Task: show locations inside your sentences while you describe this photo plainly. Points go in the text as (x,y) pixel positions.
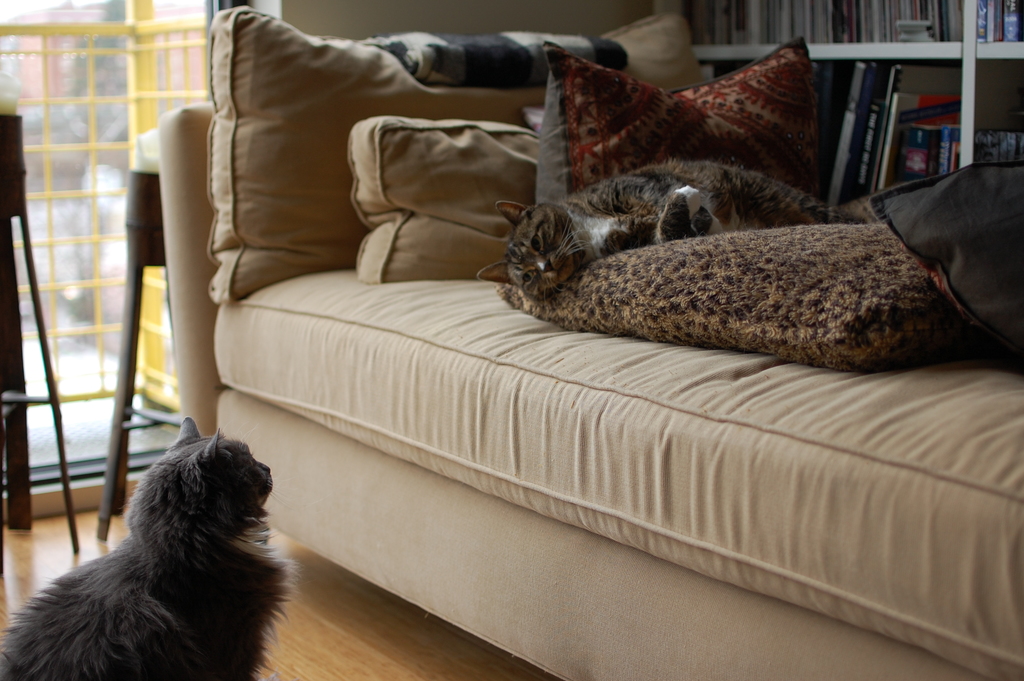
In this image i can see a cat (206,530) on floor (289,621) at the back ground (611,225) i can see the other cat (569,230) on couch (684,377), few pillows (783,284), few books (874,118) in a rack (869,102) and a wall (317,15).
